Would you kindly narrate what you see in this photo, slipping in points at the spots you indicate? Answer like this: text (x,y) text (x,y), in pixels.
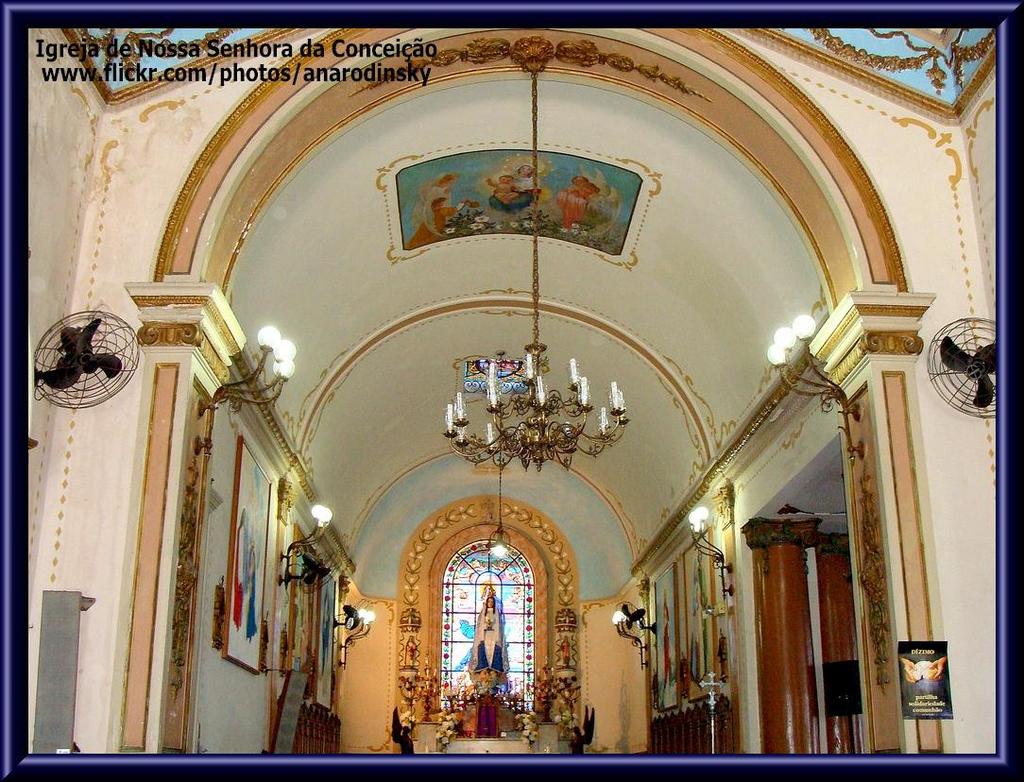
In this picture we can see a building (517,552), sculpture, frames (250,511), lights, flowers (569,680), and fans (54,360). This is wall (242,712) and there is a ceiling light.
